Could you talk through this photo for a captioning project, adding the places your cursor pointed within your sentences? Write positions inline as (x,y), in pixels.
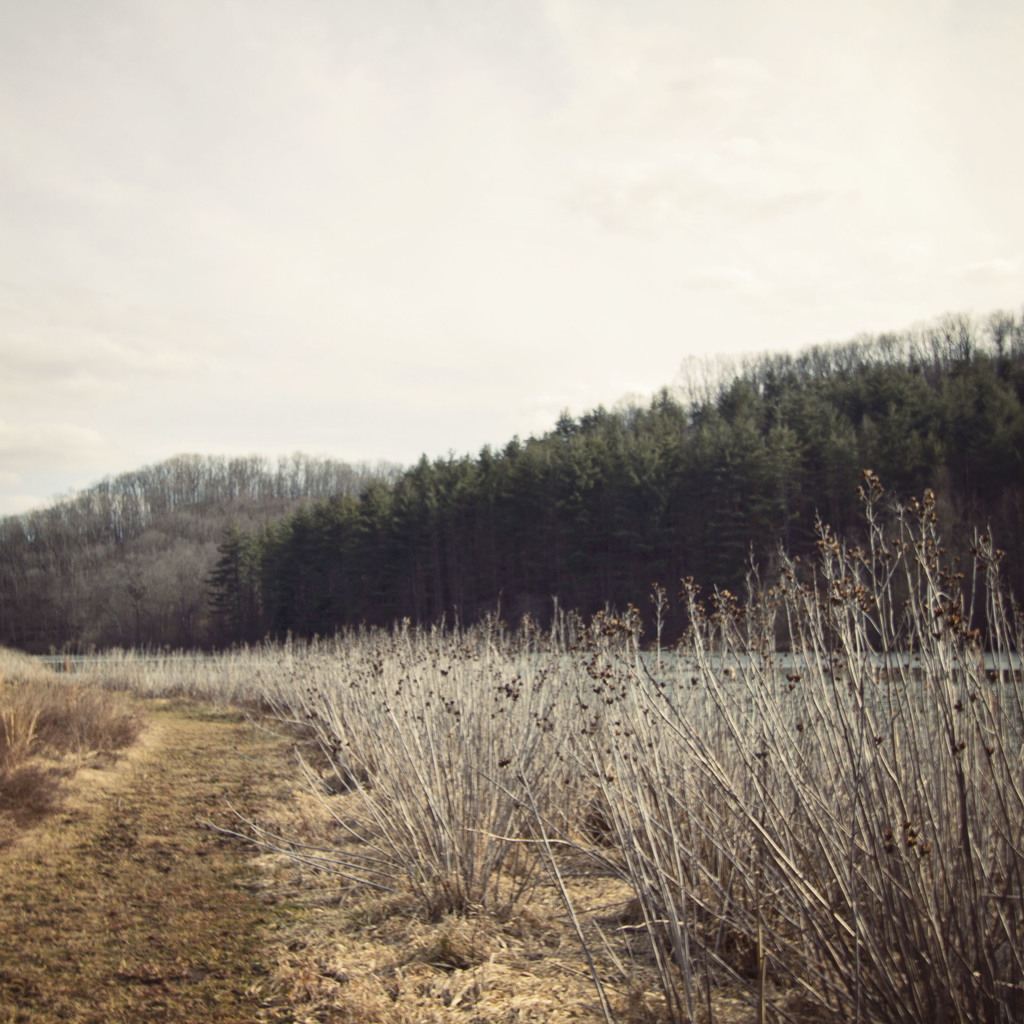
In this image I can see at the bottom (719,778) there are dried plants (477,735). On the right side (839,448) there are green trees (669,528). At the top (543,176) it is the sky (466,153).
